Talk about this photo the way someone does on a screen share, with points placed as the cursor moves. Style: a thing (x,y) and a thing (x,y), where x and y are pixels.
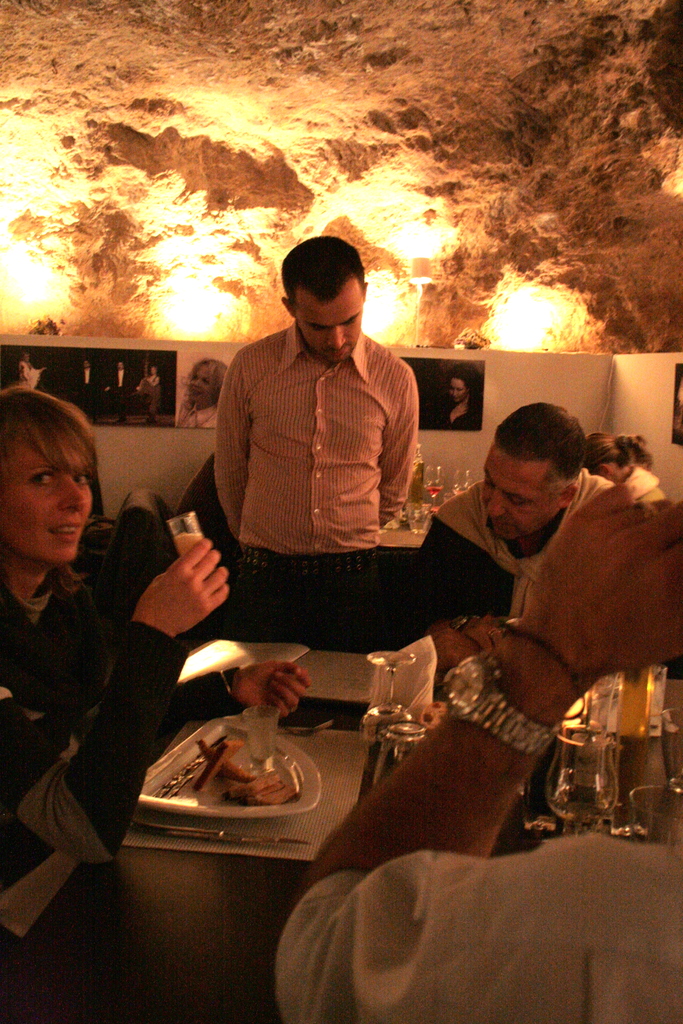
In this picture we can see persons (173,655) sitting on chairs (223,544) in front of a table (554,770) and on the table (554,757) we can see glasses (563,766), tissue papers (417,675), a plate (195,793) of food (210,772). We can see one man (344,416) standing here. We can see photo frames (37,368) over a wall (526,396).
